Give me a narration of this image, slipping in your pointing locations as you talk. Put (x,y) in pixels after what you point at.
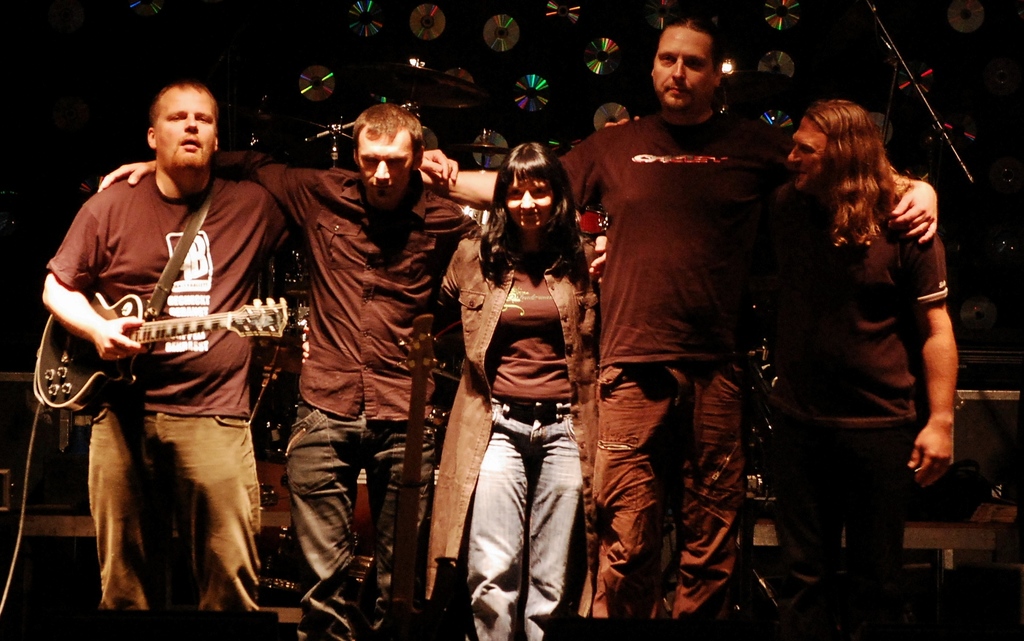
In this picture there is a group (864,148) of those who are standing at the center of the image (359,232), the person (258,531) who is standing at the left side of the image (179,363) is holding a guitar (226,325) and there are some mic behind the area of the image and there is a decorated wall (270,79) behind the area of the image and there are some musical instrument (989,476) at the right side of the image (1001,401).
